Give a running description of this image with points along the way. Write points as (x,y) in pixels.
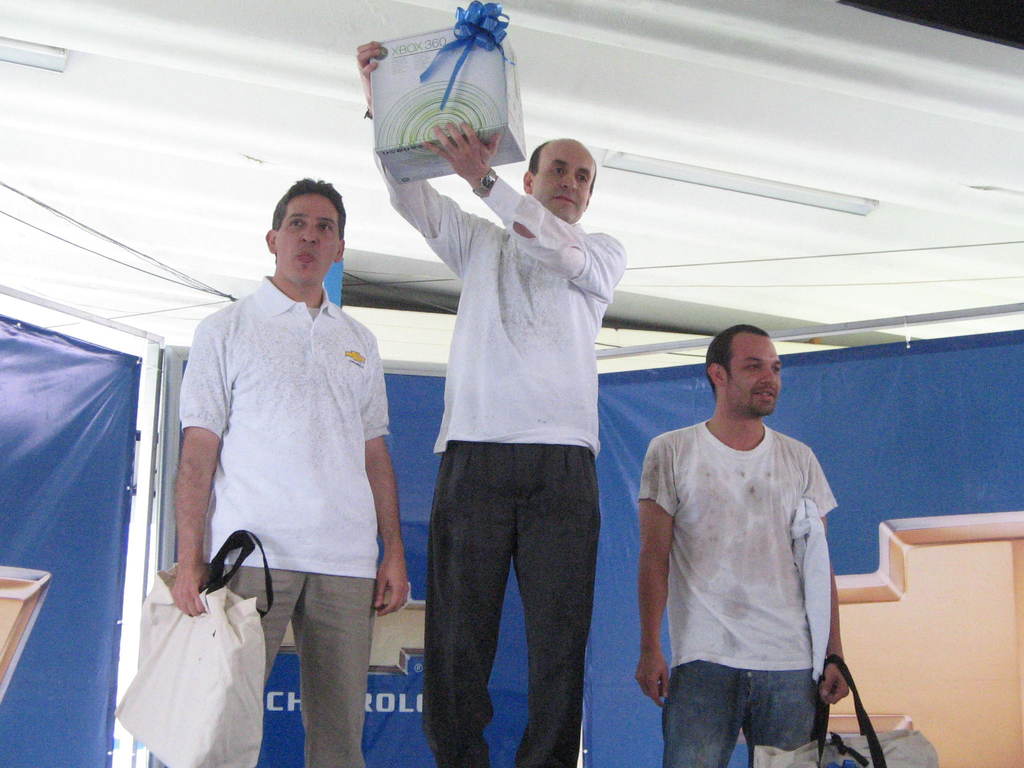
In this image in the front (344,449) there are persons (572,373) standing and holding objects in their hand (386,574) which are white in colour. In the background (862,447) there is a board (121,486) which is blue in colour and on the board (420,625) there is some text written on it.
